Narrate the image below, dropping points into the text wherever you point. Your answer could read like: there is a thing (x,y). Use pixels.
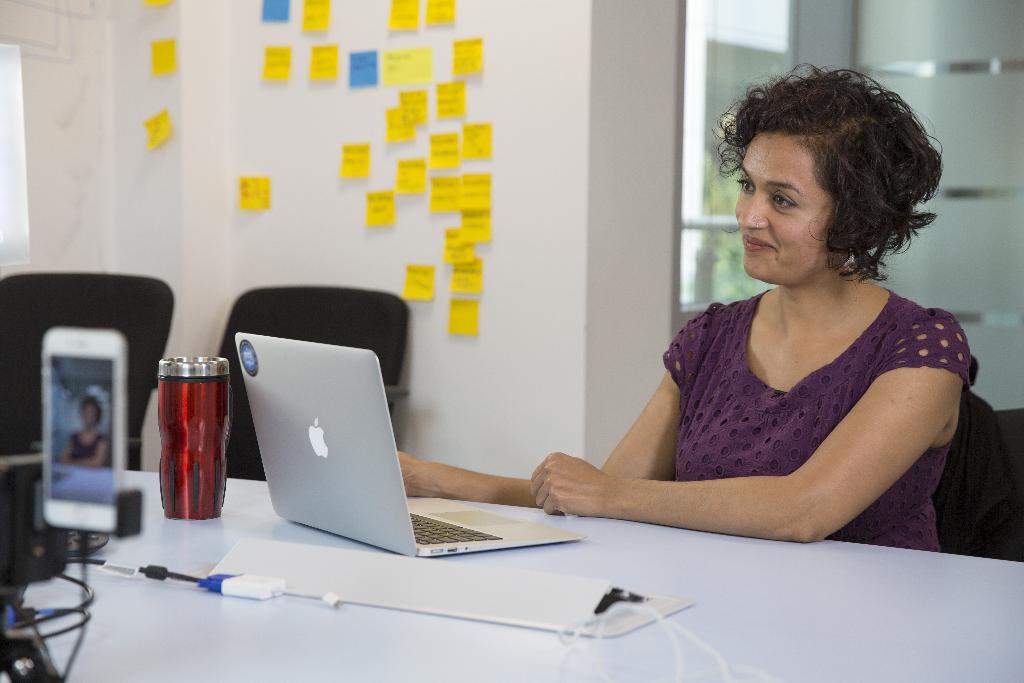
In this picture there is a lady (888,488) who is sitting at the right side of the image (901,197) and there is a table (652,665) in front of her, there is a window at the right side of the image (879,83).
